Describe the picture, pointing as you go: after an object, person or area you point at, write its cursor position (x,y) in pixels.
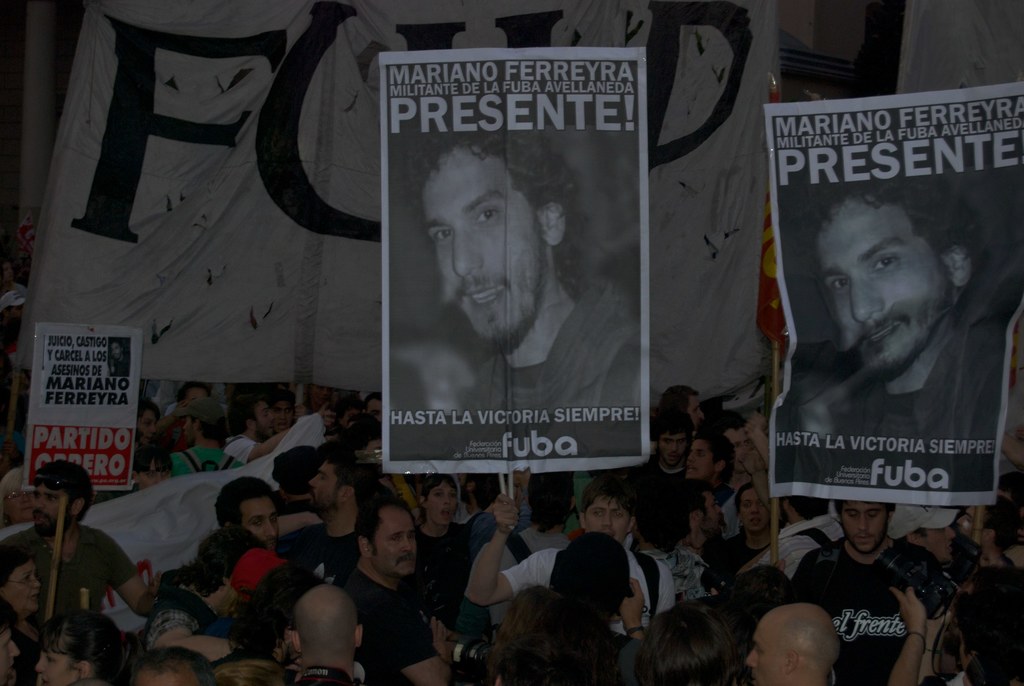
In this picture we can see a group of people (150,606) and in the background (127,538) we can see posters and banners (127,538).
